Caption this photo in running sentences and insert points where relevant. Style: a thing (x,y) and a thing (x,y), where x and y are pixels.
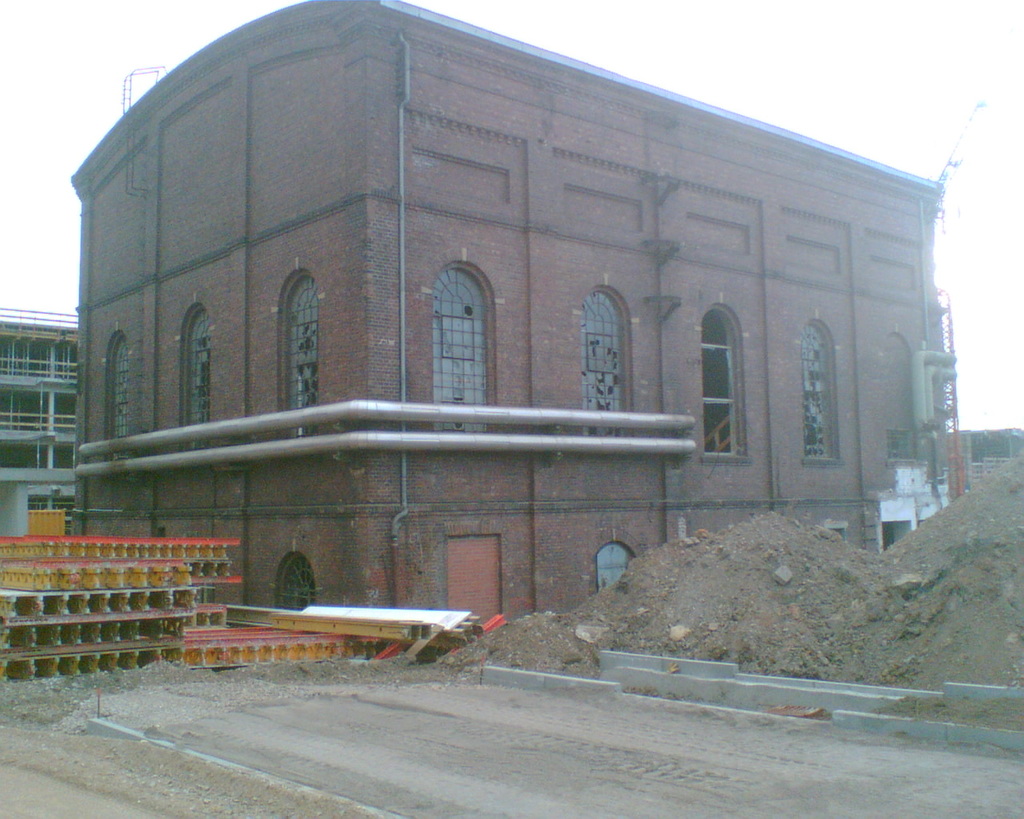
In this picture we can see few buildings (465,395), and few pipes (402,231) on the building (419,423), beside to the building (341,239) we can find few metal rods (151,593).
